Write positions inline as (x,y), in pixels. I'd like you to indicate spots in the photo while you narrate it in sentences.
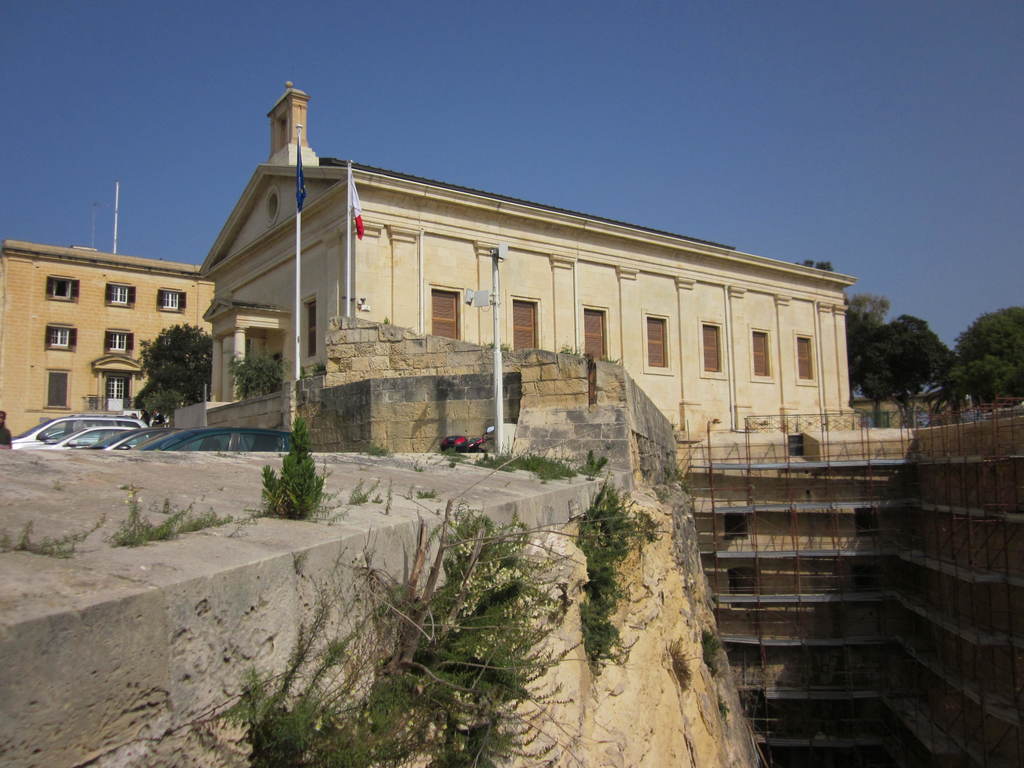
In this image we can see few buildings (569,314). In front of the buildings (183,303) we can see vehicles (182,447), plants (275,360), trees (275,360), wall (313,404) and poles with flags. On the right side (938,336), we can see the trees (935,354). At the top (483,79) we can see the sky (433,84).
